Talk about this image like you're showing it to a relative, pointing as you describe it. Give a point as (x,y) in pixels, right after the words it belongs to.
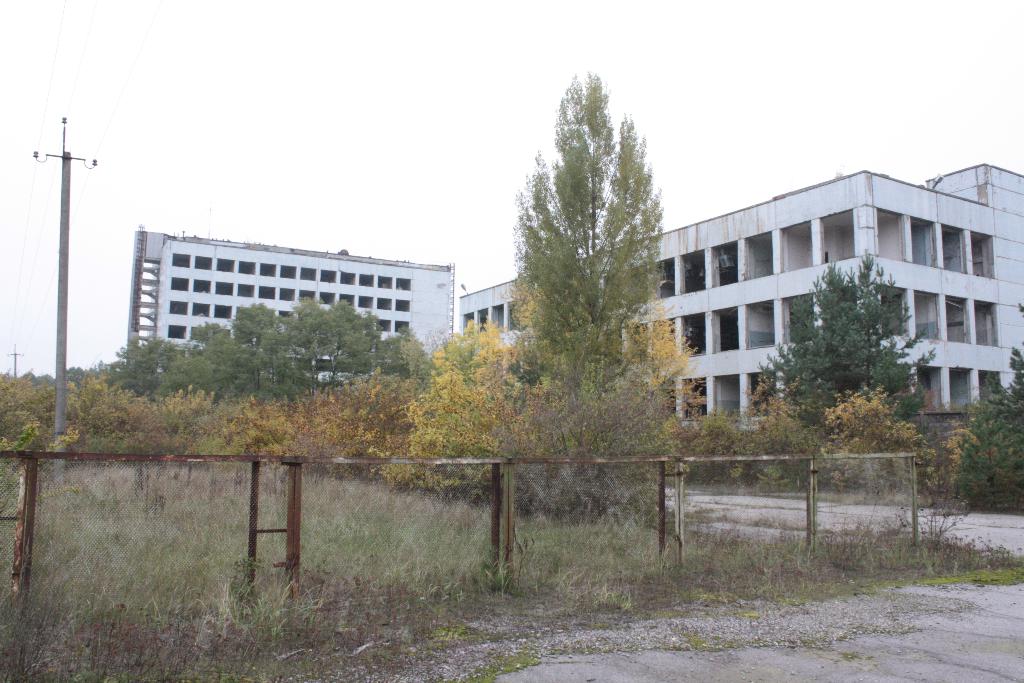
This image consists of grass (605,557), plants (393,425), fence (440,476), light poles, wires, trees (453,417), buildings (734,403), pillars (706,356) and the sky (640,54). This image is taken may be during a day.
